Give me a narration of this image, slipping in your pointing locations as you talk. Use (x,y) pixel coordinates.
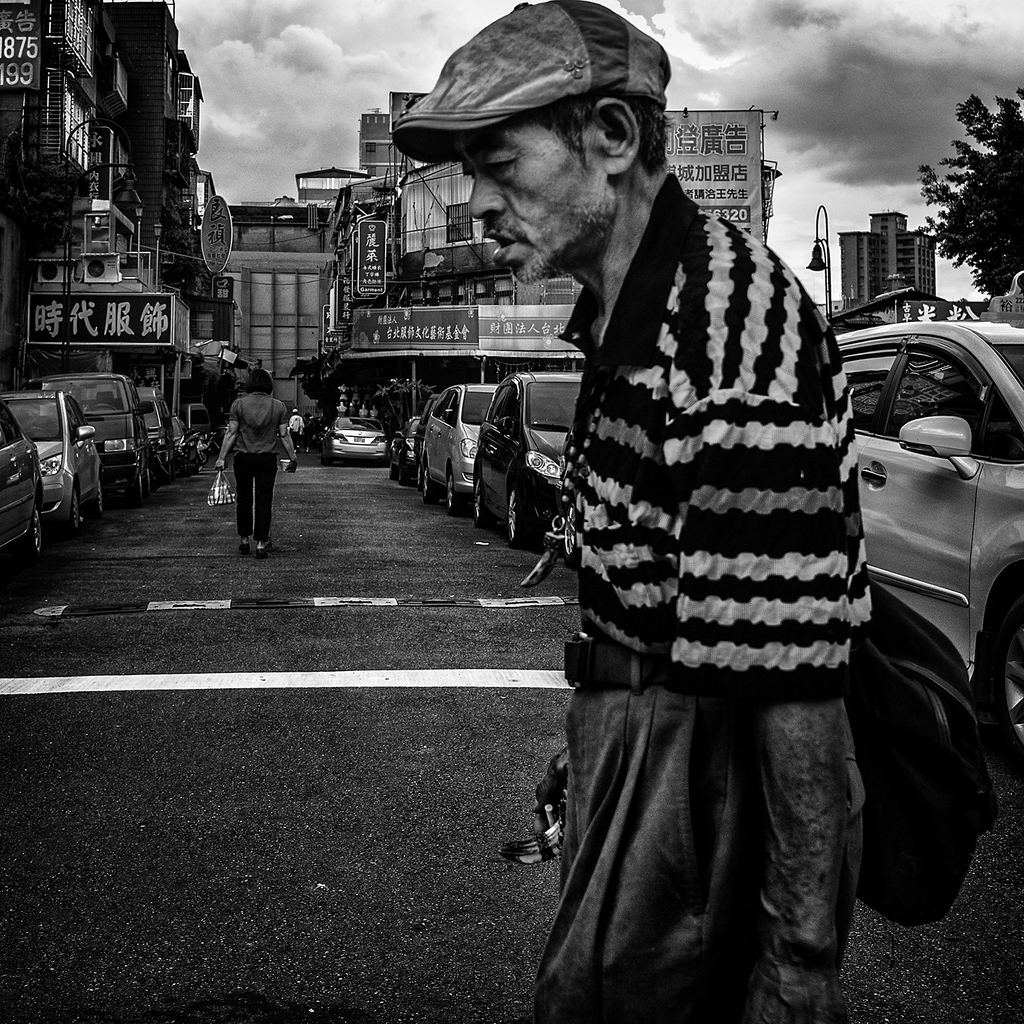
In this image we can see a black and white picture of two persons (596,618) standing on the ground (320,472). One person (711,475) is wearing a cap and carrying a bag (978,761). In the center of the image (369,440) we can see a group of cars (355,440) parked on the road (353,517). In the background (286,291), we can see group of building (425,291), sign boards (393,309) with text (505,329) some trees (1011,194), air conditioners (103,267) and the cloudy sky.
